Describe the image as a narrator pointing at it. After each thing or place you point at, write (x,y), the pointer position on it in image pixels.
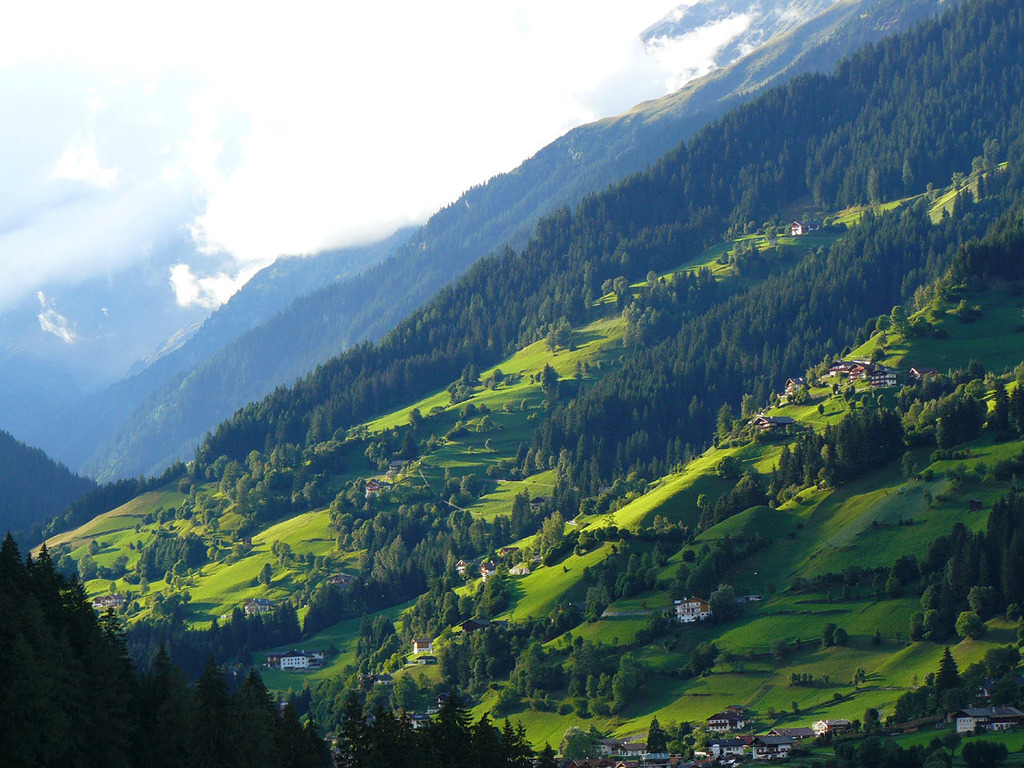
In this picture we can see houses (993,684), trees (518,523), mountains (267,591) and in the background (118,119) we can see the sky (226,118) with clouds (194,128).
